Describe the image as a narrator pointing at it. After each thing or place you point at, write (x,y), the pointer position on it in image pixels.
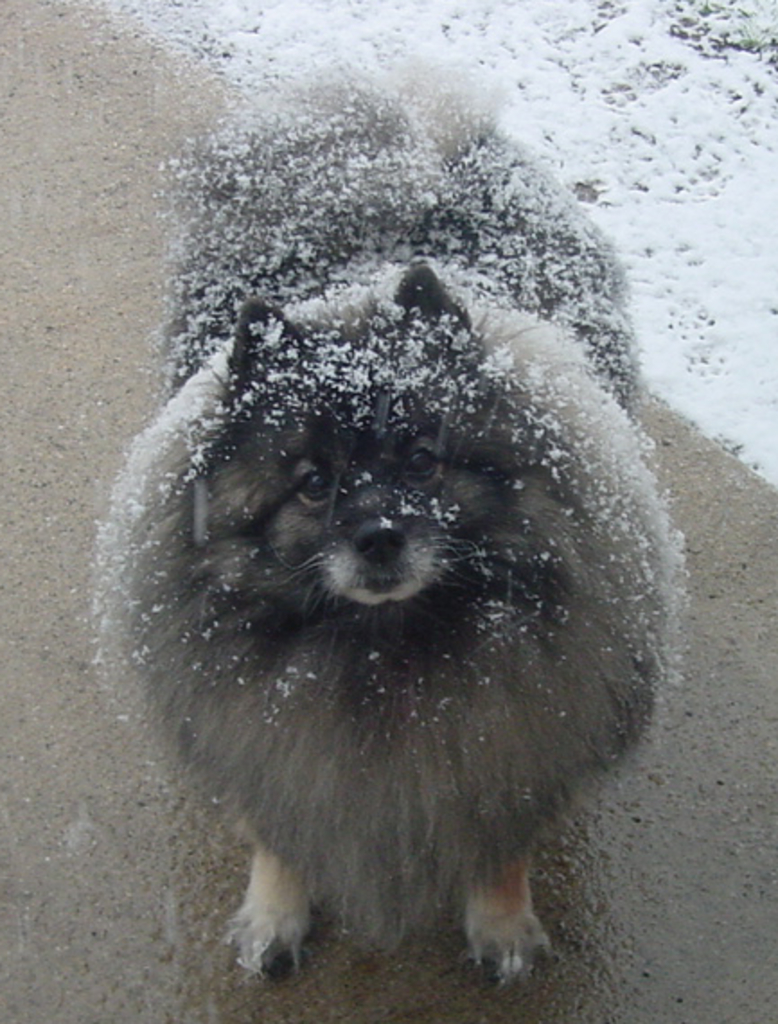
In the picture we can see a dog (520,723) standing on the path (22,594) with full of fur (618,723) to it besides we can see a snow surface (695,220), on the dog (469,591) also we can see some snow (605,490).
